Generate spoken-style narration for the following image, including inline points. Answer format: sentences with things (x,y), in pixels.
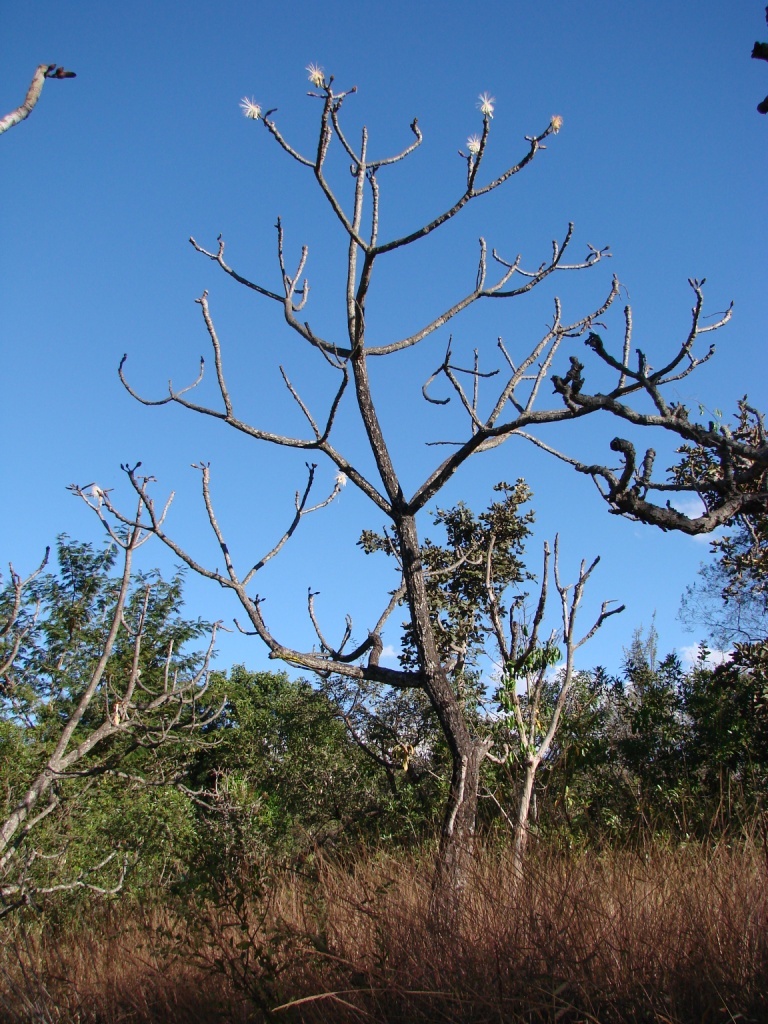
In this picture we can see trees (262,732) and the sky (245,175).
